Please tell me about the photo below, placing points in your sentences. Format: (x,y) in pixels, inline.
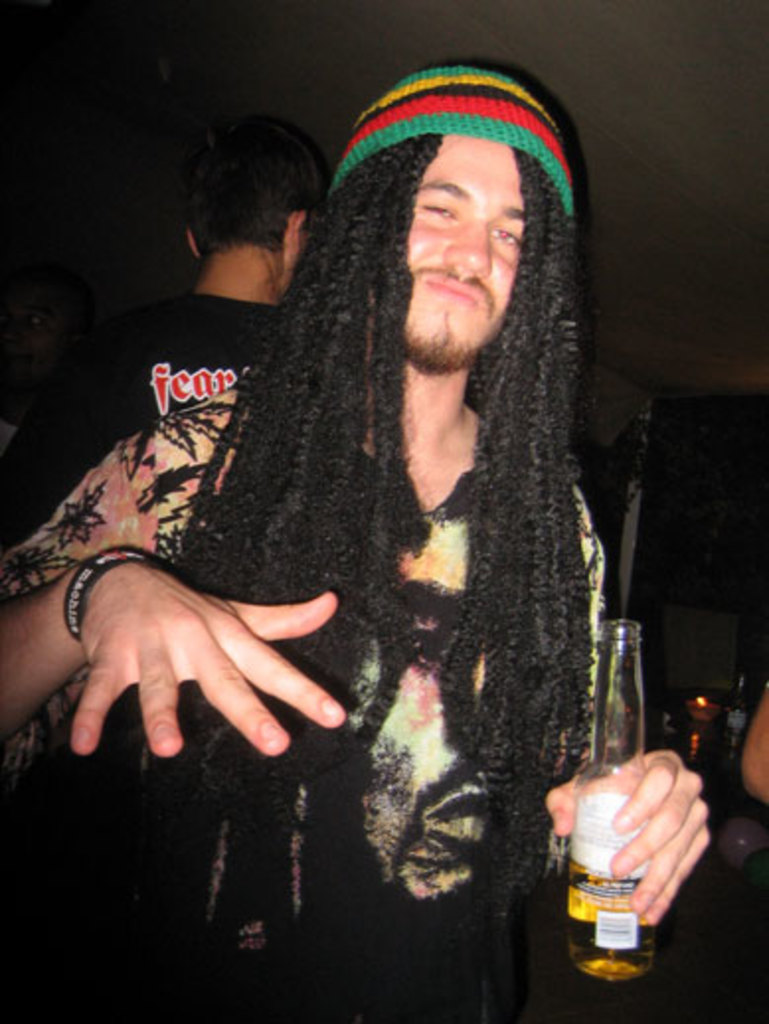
a person (487,736) is standing holding a bottle (608,659). behind him there is another person (146,360).
